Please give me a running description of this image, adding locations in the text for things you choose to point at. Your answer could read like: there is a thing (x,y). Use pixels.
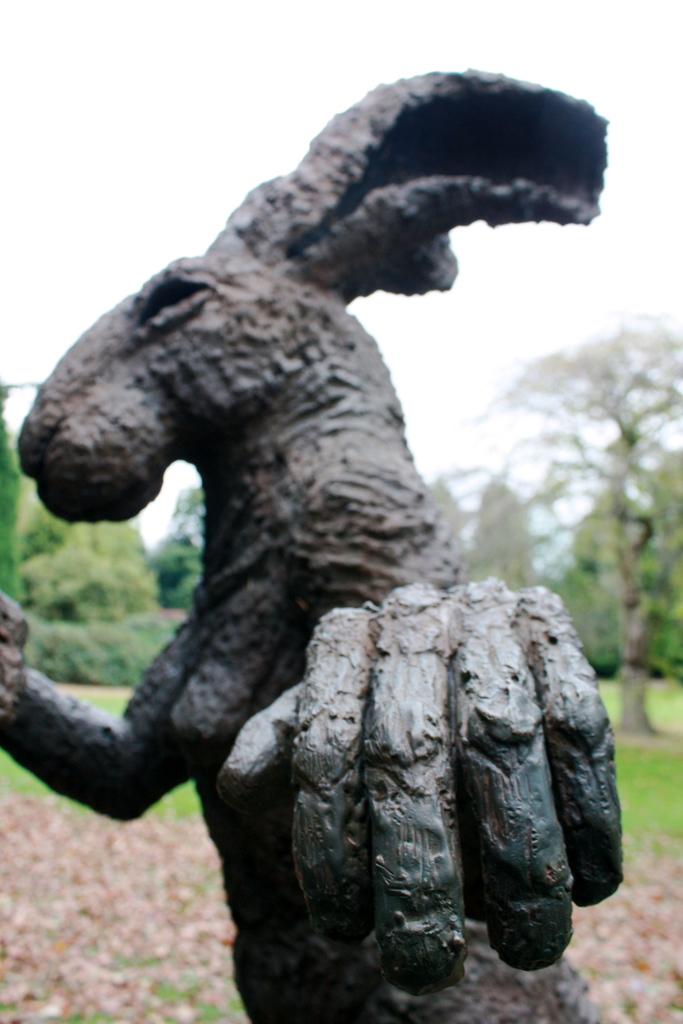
As we can see in the image in the front (428,593) there is an animal statue (352,633). In the background (151,608) there are trees (593,481). At the top (273,99) there is sky (273,99).
